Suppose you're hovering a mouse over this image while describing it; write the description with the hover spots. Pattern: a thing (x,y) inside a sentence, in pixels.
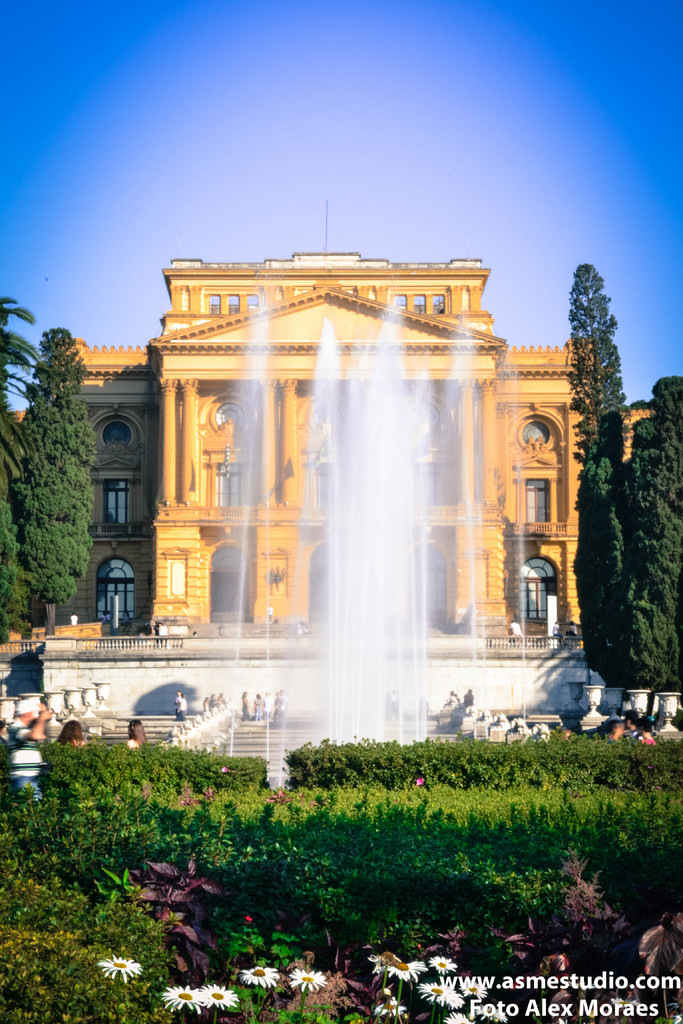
This image consists of a building (294,455) in golden color. In front of the building (322,306) there is a fountain (329,410). At the bottom (353,889), there are plants (416,912). To the left (15,433) and right, there are big trees (51,395).
